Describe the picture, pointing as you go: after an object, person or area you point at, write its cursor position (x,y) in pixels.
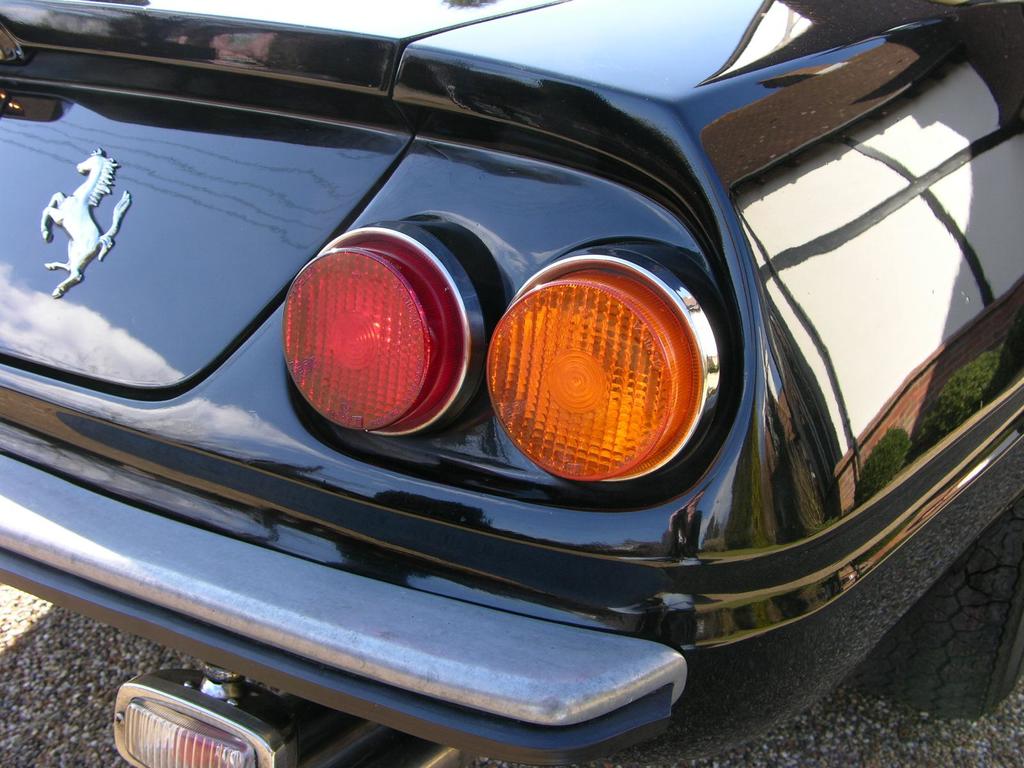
In this image we can see a motor vehicle (487,453) on the road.
